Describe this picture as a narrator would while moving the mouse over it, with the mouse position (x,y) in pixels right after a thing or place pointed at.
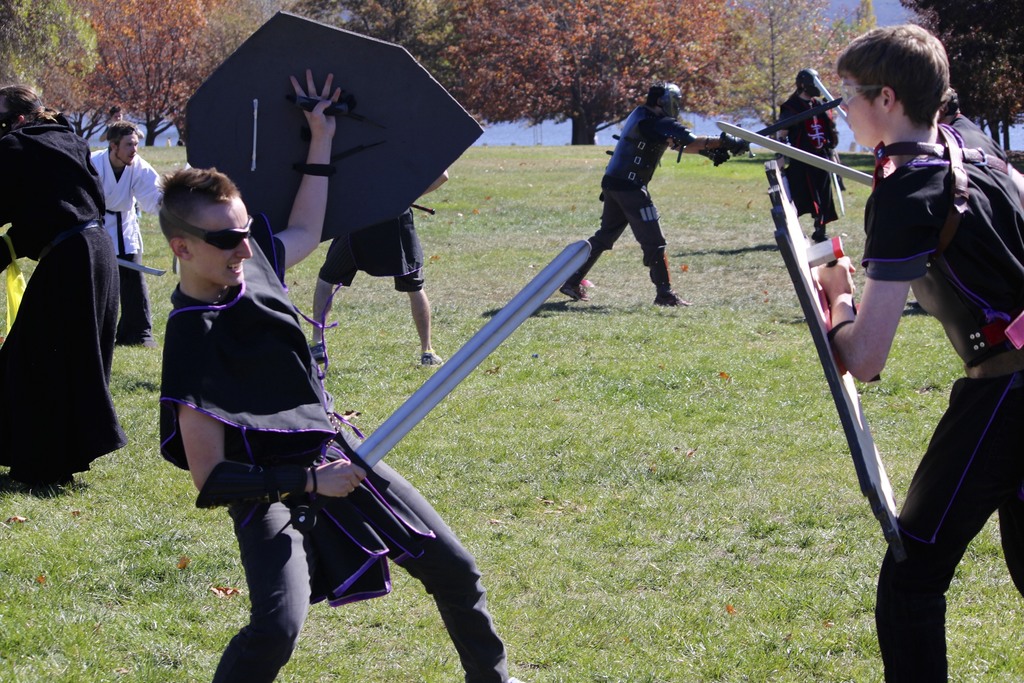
In this picture, we can see a few people (277,449), holding some objects (487,338), and we can see the ground (533,406) with grass (521,210), trees (544,116), and the sky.
